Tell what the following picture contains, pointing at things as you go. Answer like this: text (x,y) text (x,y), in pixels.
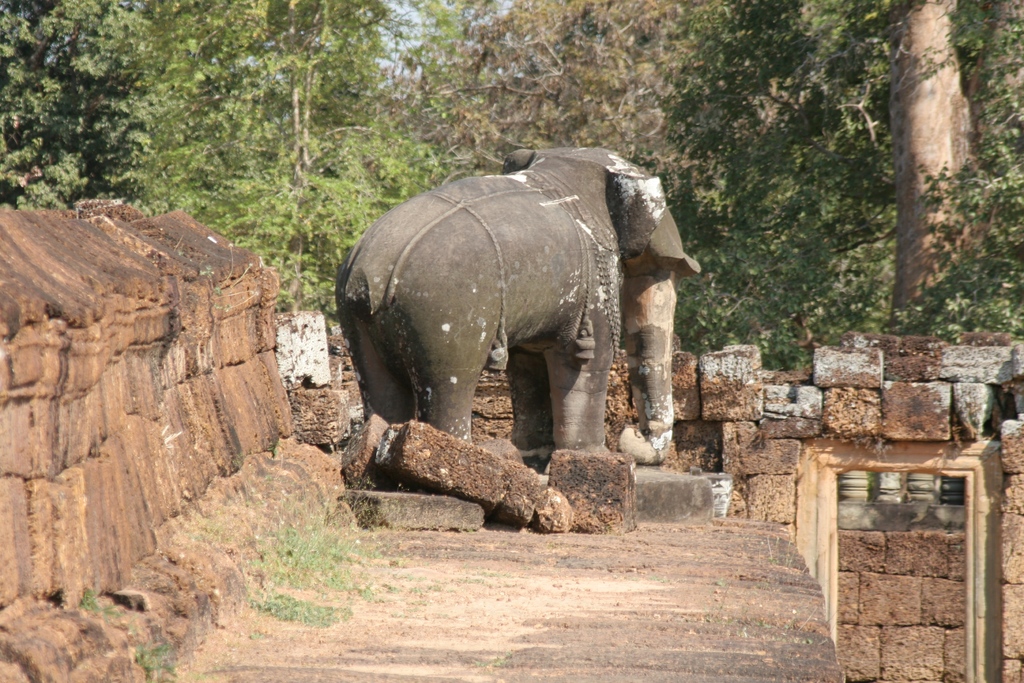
There is a statue (428,284) of an elephant (480,300). There are many bricks (827,427). On the left side (151,376) there is a brick wall (209,352). In the background (700,86) there are trees (867,101).
